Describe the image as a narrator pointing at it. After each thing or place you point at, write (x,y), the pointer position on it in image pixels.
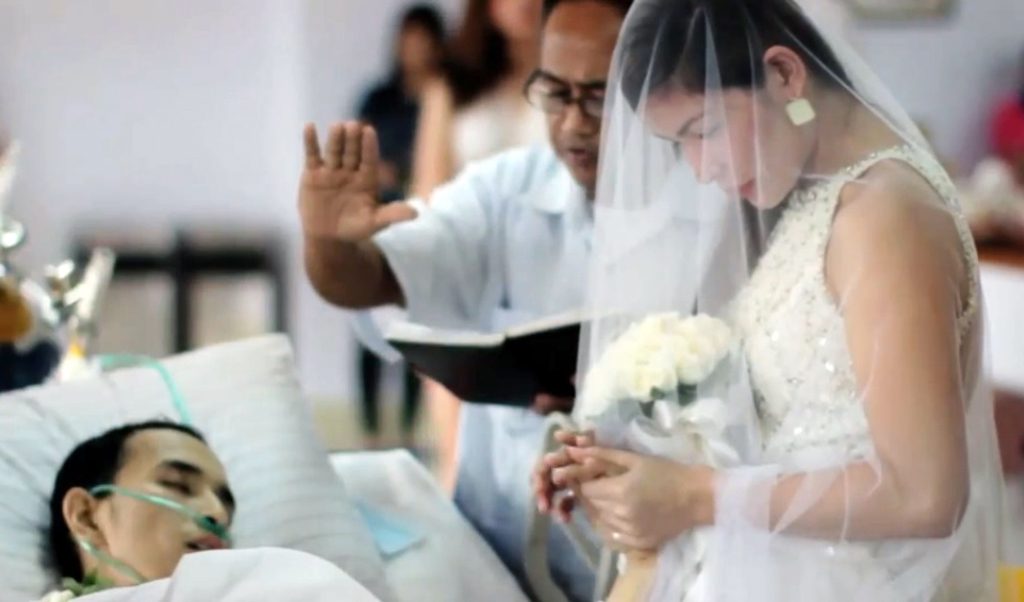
In this image on the left side (128,473) there is one person (190,519) who is on a bed (359,505), on the bed (415,533) there is a pillow (342,487). On the right side (796,377) there are some persons (821,397) one girl (646,311) is holding a flower bouquet (651,352), and one person (545,181) is holding a book (500,342) and reading something. In the background (411,58) there are some persons (455,73) and there is a wall (208,109), on the right side (1010,232) and left side (39,307) there are some objects (32,288).
